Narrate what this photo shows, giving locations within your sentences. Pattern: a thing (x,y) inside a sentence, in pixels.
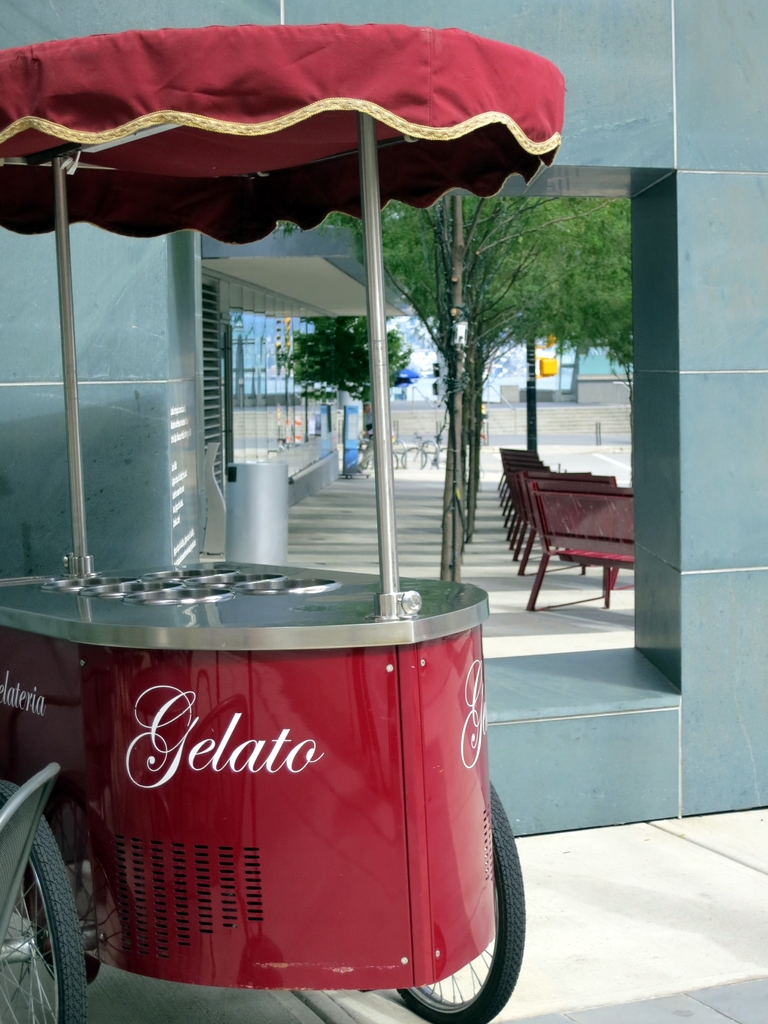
In this image I can see the stall (197,697) in red color. In the background (613,521) I can see few chairs (566,532), trees (537,260) in green color and I can also see the glass building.
